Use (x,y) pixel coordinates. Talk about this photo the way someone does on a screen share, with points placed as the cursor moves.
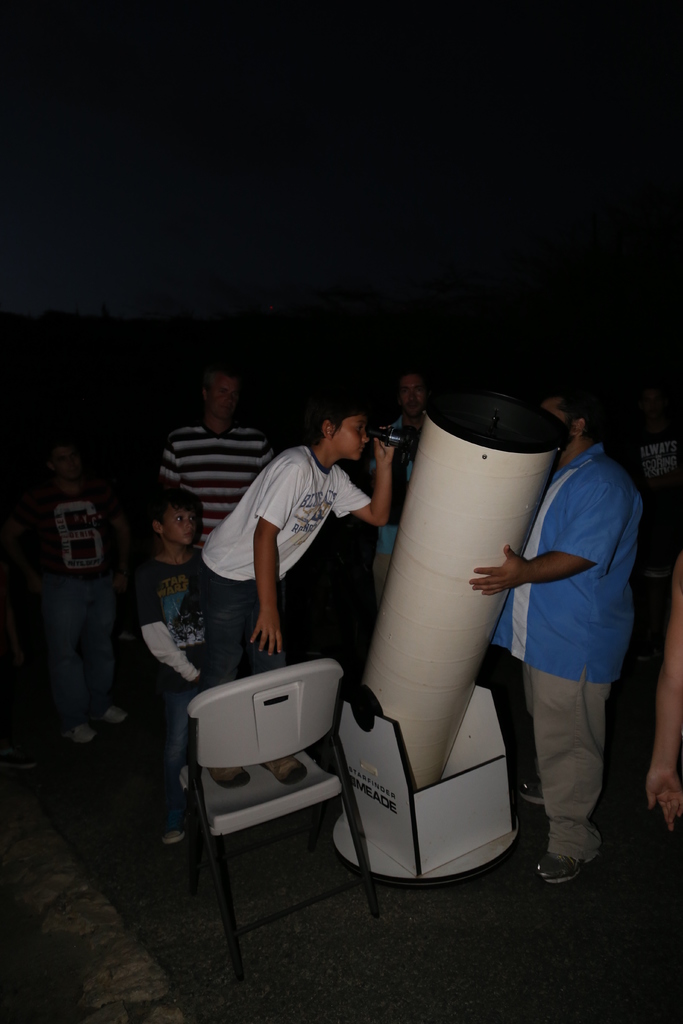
The boy (264,475) in the middle of the picture (278,546) wearing white T-shirt (278,546) is standing on the chair (278,813). Beside him, the man (538,569) in the blue shirt (573,612) is holding a white color thing (447,631) in his hand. Behind him, there are people (245,451) standing. In the background (152,482), it is black in color. This picture is clicked in the dark.
